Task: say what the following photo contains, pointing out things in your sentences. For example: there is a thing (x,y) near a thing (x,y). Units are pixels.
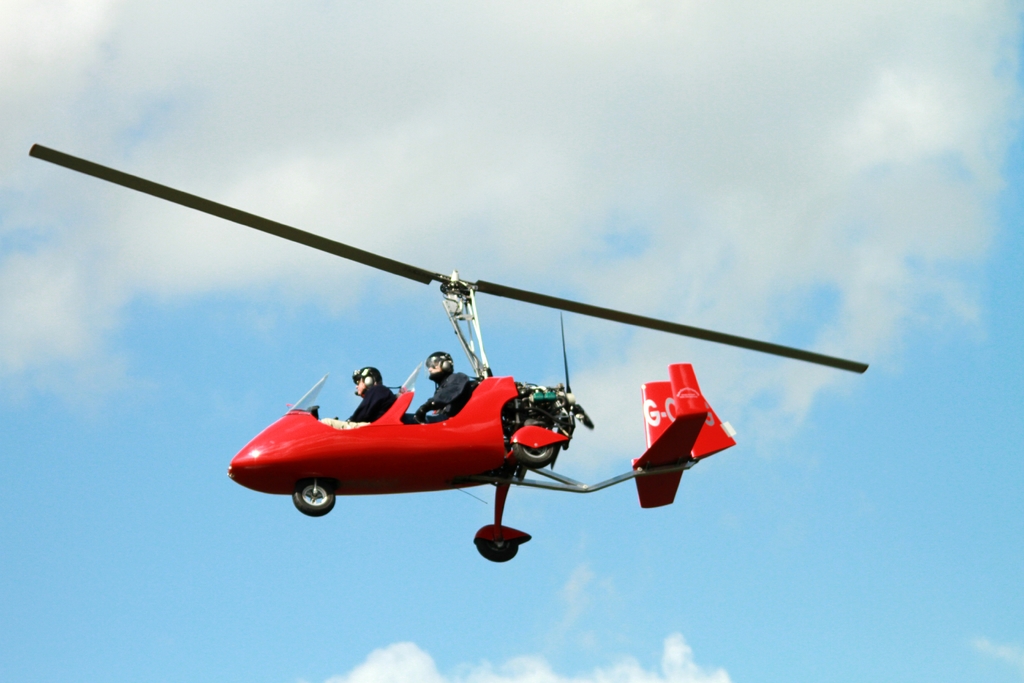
In this image we can see two people (443,416) sitting in a helicopter (422,443) which is flying in the sky (468,234).
